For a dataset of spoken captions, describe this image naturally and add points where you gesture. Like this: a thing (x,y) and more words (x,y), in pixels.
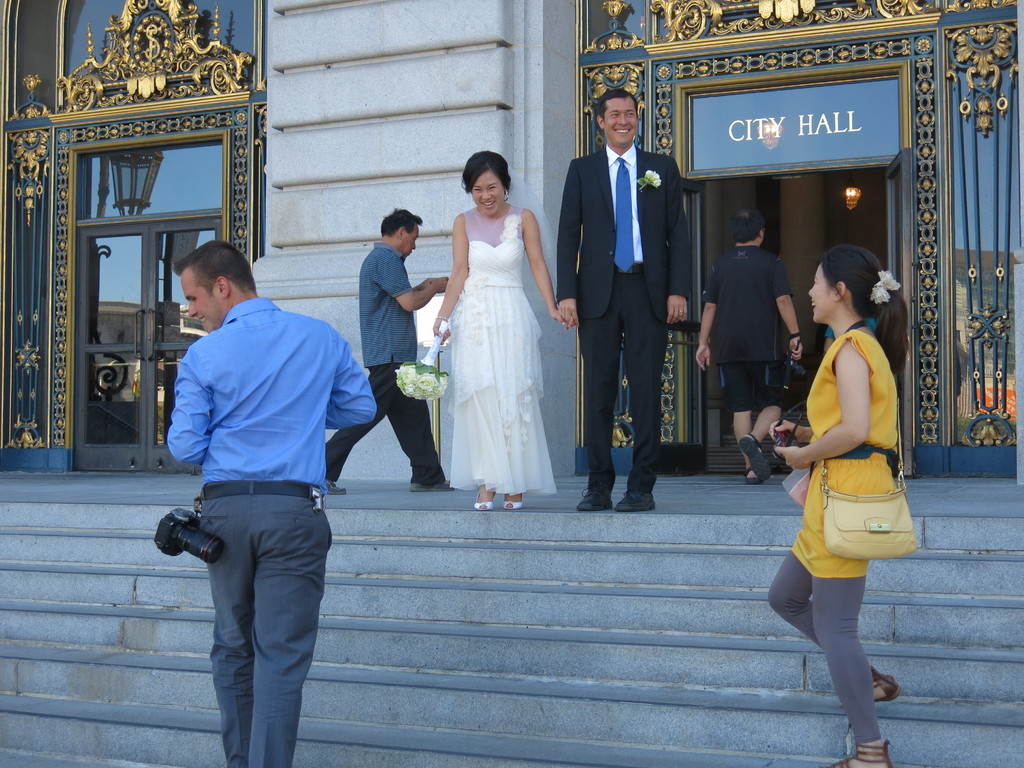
In this image I can see stairs (630,525), few doors (797,416) and here I can see few people (598,234) are standing. I can also see smile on few faces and here I can see a camera (793,429). I can see one of them is holding flowers (435,383) and here I can see she is carrying a bag (844,542). Over there I can see something is written.
